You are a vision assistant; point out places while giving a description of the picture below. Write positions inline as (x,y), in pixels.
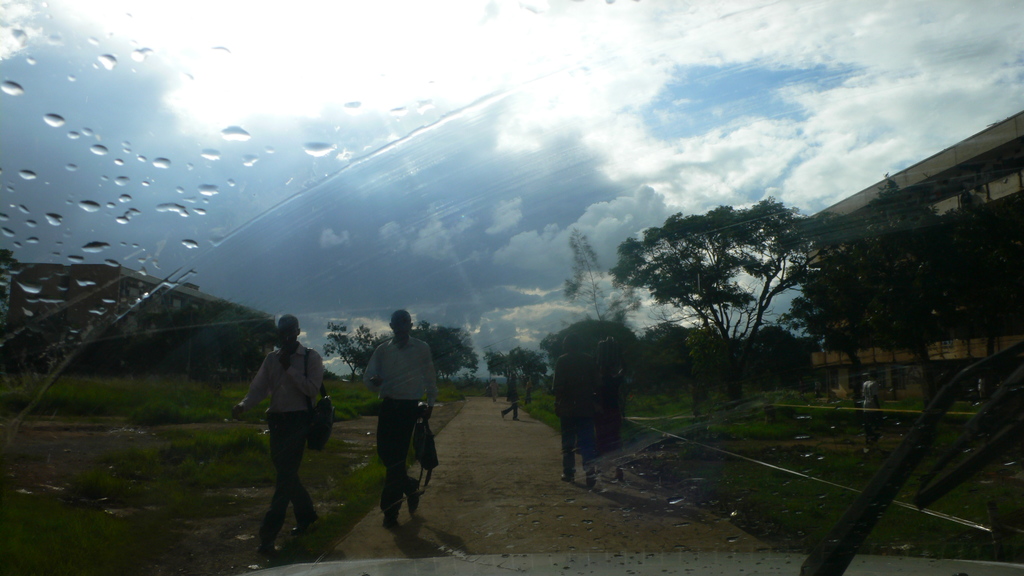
In this image there is a glass (576,185), there is water drops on the glass (169,139), there is an object (709,563) towards the bottom of the image (590,563), there are persons (554,407) walking, they are wearing a bag (316,402), they are holding an object (421,411), there is grass (156,523) towards the left of the image (67,391), there is grass (974,499) towards the right of the image (784,410), there is a building (940,353) towards the right of the image (964,357), there is a building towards the right of the image (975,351), there are trees (711,284), there is the sky (415,104) towards the top of the image (460,121), there are clouds (529,101) in the sky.
